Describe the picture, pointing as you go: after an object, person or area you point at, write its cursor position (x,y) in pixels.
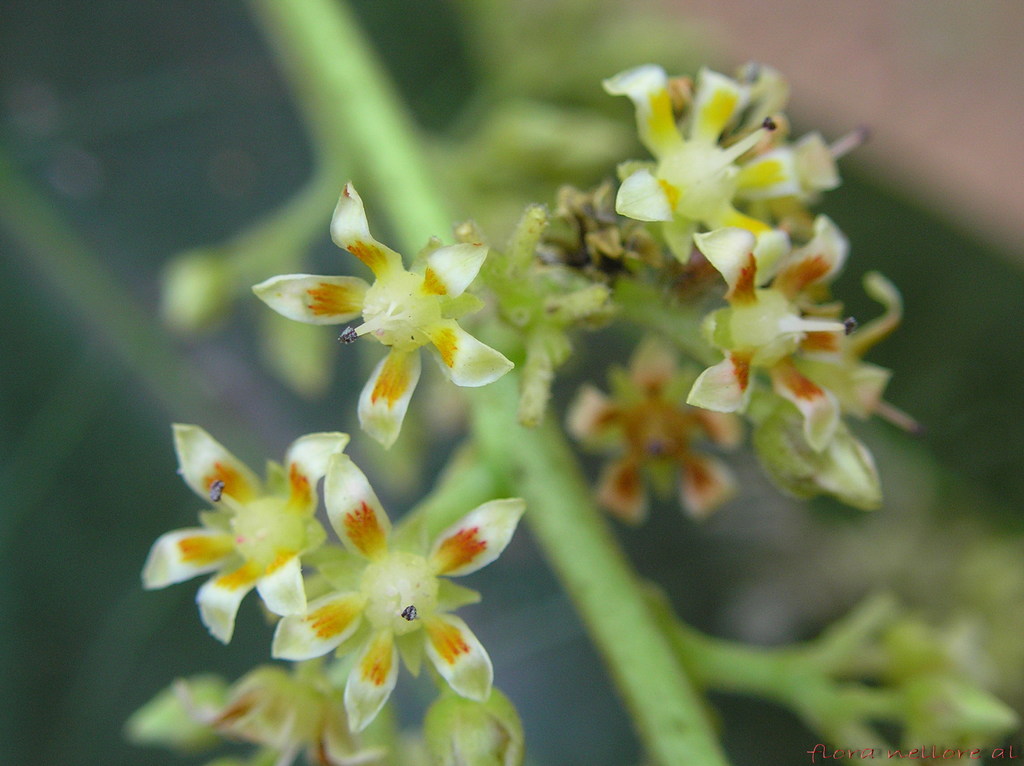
In this image I can see there are flowers (777,382) and stems (549,346) of the plants (503,406).
